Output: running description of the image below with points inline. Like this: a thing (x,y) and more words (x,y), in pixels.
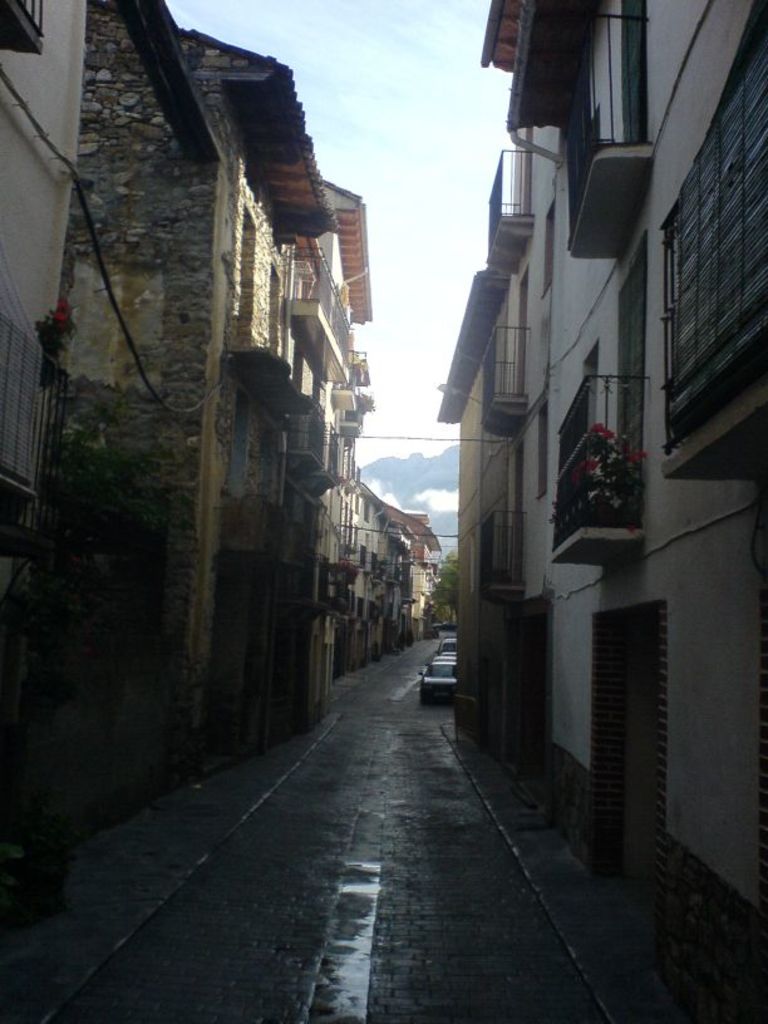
In this image I see number of buildings (247,545) and I see the plants (637,458) over here on which there are flowers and I see the path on which there are few cars (455,654) over here and I see the wires (610,274). In the background (419,424) I see the sky (380,142).
